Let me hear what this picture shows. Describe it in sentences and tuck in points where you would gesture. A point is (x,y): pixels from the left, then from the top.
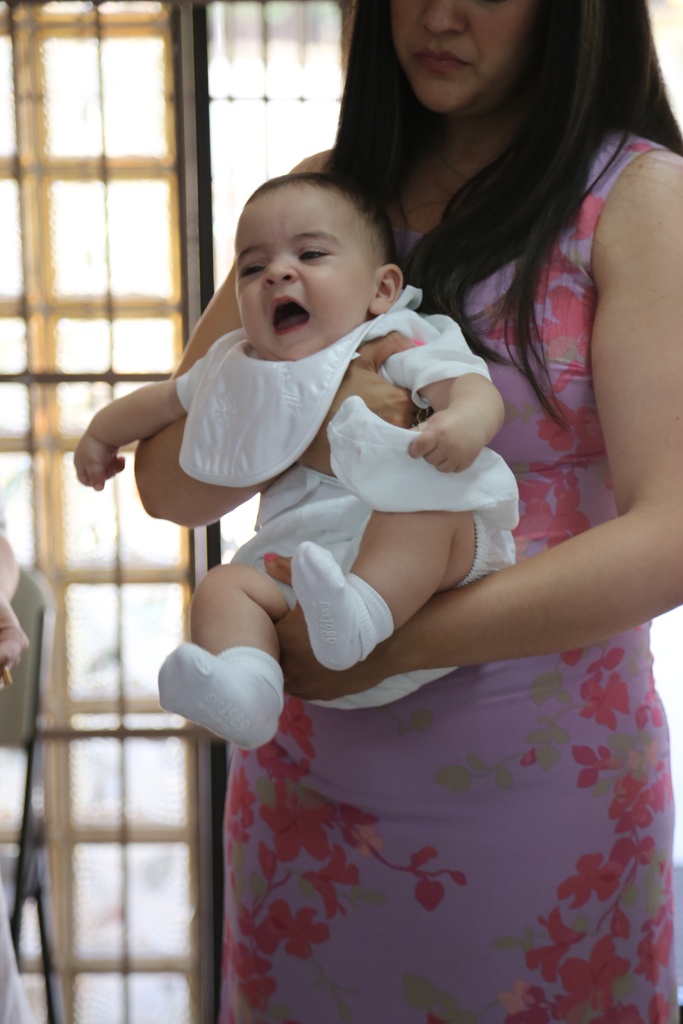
In this picture there is a woman (437,299) standing and holding a baby (293,311). In the background of the image (70,276) it is blurry and we can see a chair (12,720) and glass (164,286).
